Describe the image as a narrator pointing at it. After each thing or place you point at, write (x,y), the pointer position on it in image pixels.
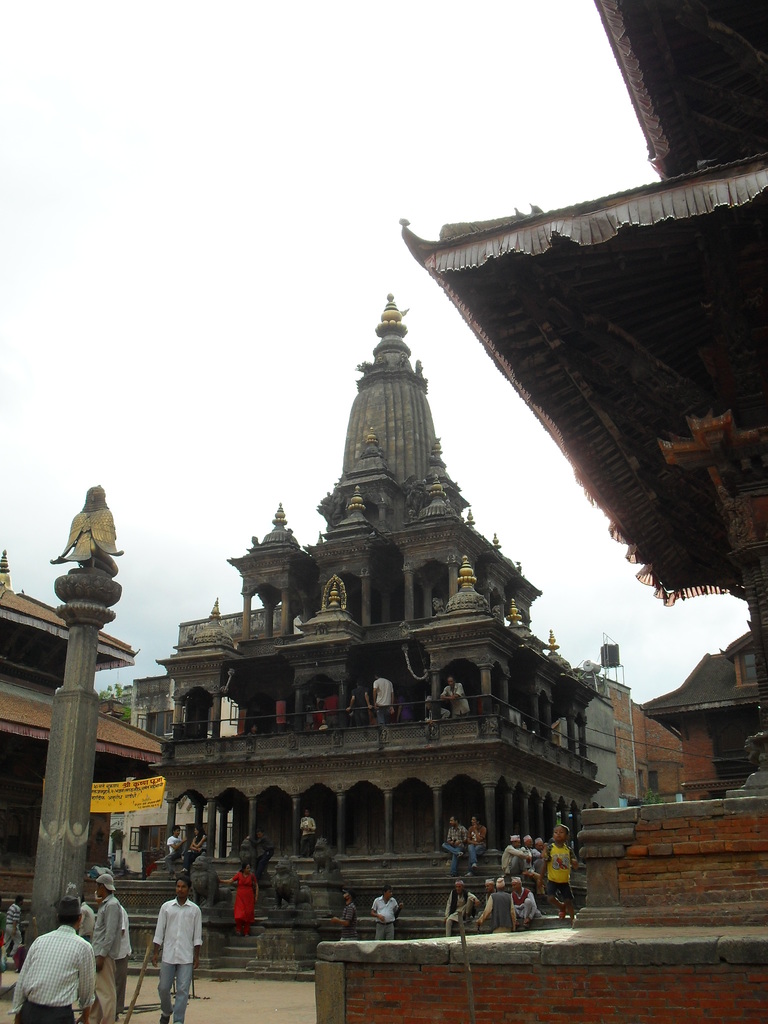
In this picture there is a temple (381,421) in the center of the image (376,663) and there is a pole (52,881) on the left side of the image (76,603) and there are people (175,941) in the center of the image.
